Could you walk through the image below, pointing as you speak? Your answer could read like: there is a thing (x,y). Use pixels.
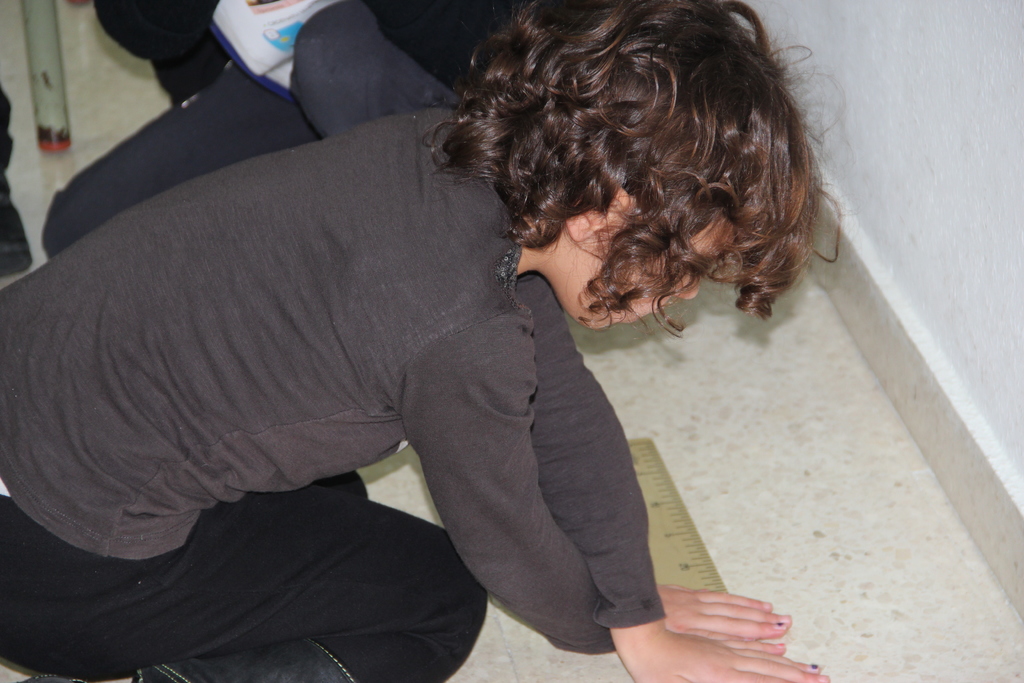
In this image there is one kid (630,576) is holding a wooden scale (667,557) as we can see at left side of this image (319,368) and there is a wall (895,136) at right side of this image (951,185) and there is a floor (799,472) as we can see at bottom of this image (791,564).
